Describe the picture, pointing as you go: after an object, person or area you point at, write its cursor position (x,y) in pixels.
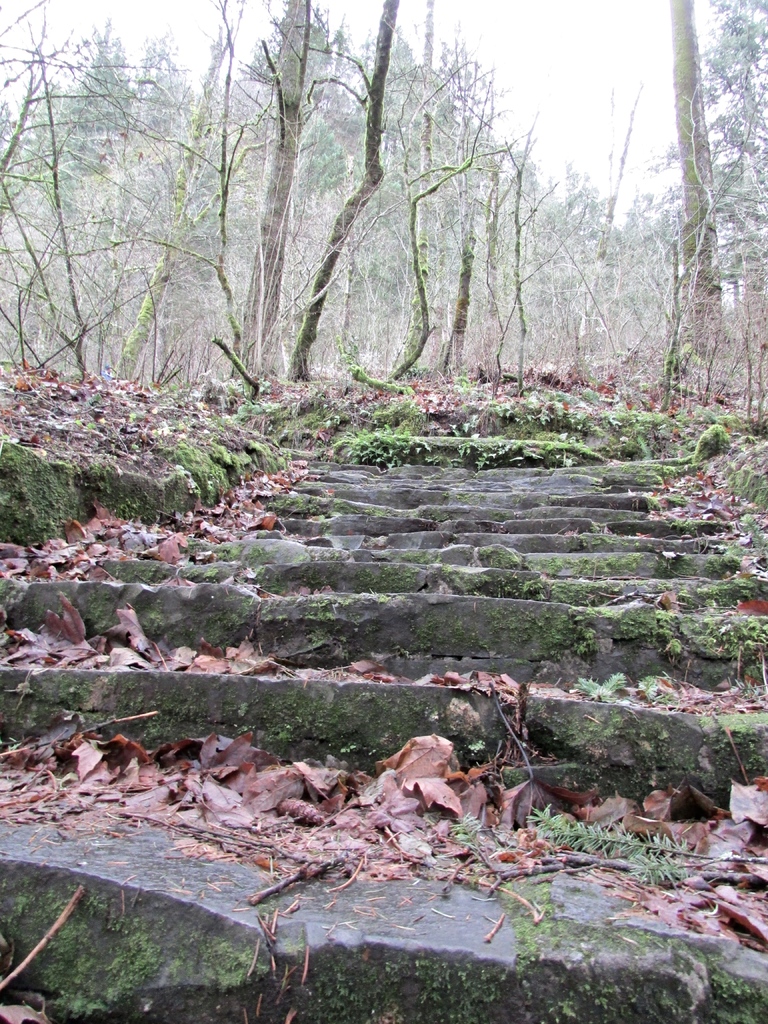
In this image we can see few stairs (435,572), dry leaves (331,827) on the ground (407,416) and stairs (428,509), few trees (332,192) and the sky (530,103) in the background (547,91).
